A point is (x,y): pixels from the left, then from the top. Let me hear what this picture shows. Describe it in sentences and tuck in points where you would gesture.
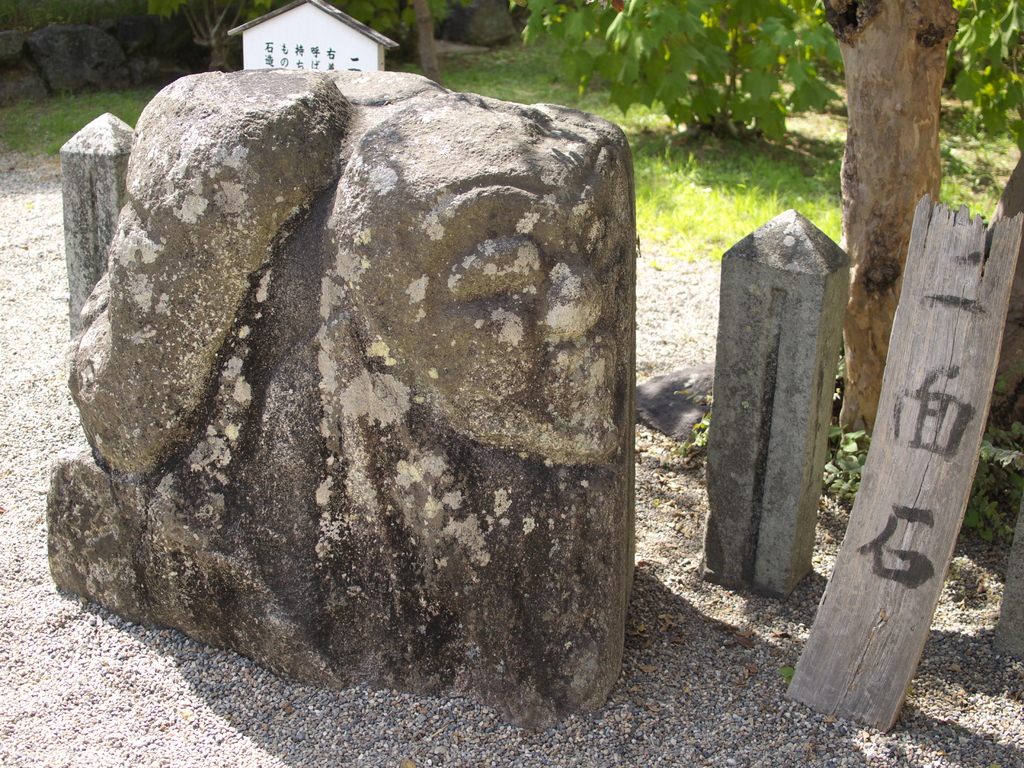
We can see a big stone (445,557), small concrete poles (77,257), wooden log (997,341) and a truncated tree (859,388) on the right side (755,546) are on the sand (434,726). In the background (385,15) there is a tiny hut (314,13), plants (633,100), stones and grass (712,168) on the ground (953,185).
